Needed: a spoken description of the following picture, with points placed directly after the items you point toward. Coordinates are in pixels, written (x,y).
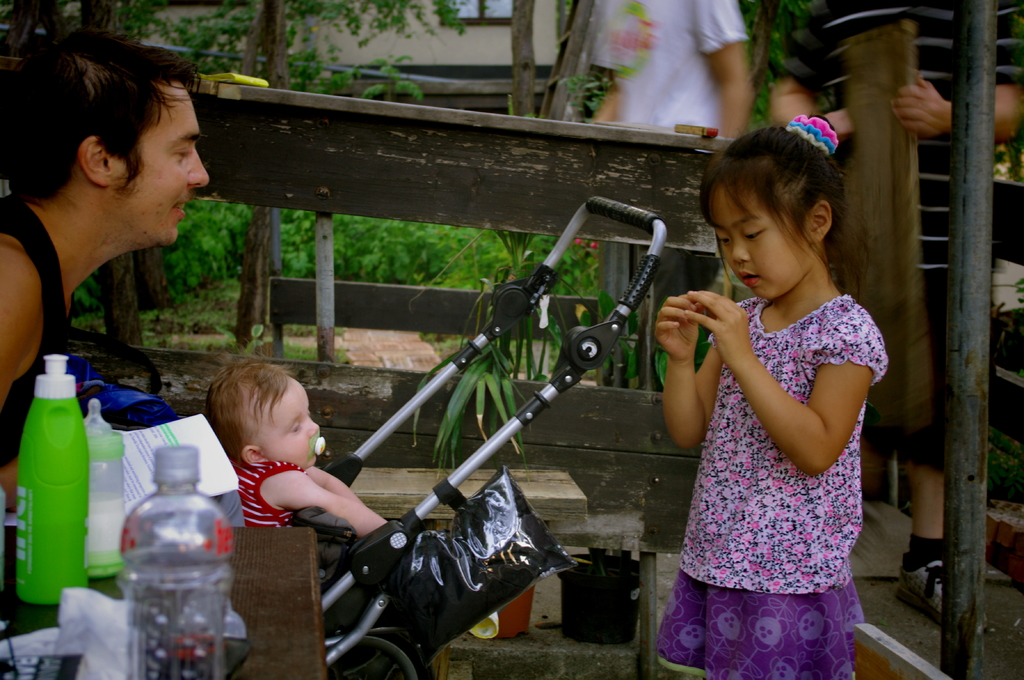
In this picture we can see man (61,260) smiling and in front of him a baby (246,429) sitting on stroller (449,372) and aside to this a girl (715,386) standing and in front of them on table (288,620) we have bottles (126,551), papers (172,443), covers (106,603) and in the background (301,192) we can see fence (434,161), two men (679,81) standing, tree (276,60), wall (379,54), window (511,16).
